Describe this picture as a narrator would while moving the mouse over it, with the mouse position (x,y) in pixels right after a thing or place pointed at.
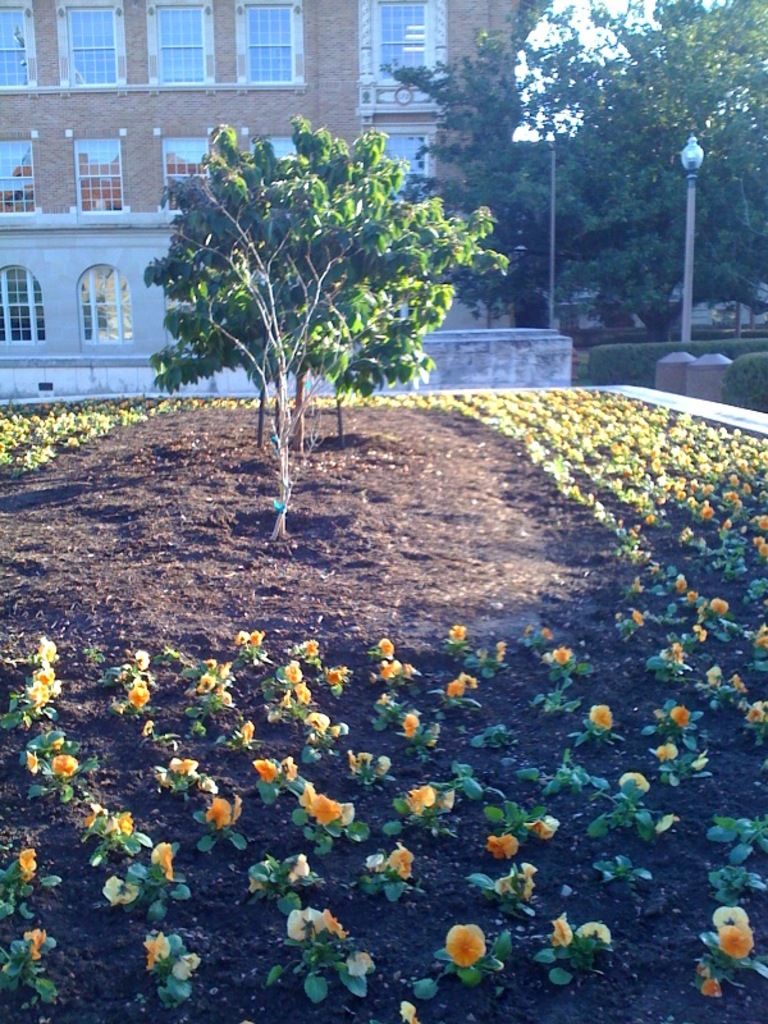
In the picture I can see building (98,164), in front (287,332) there are some trees (307,377) and flowers (422,801) to the plants (341,693).
